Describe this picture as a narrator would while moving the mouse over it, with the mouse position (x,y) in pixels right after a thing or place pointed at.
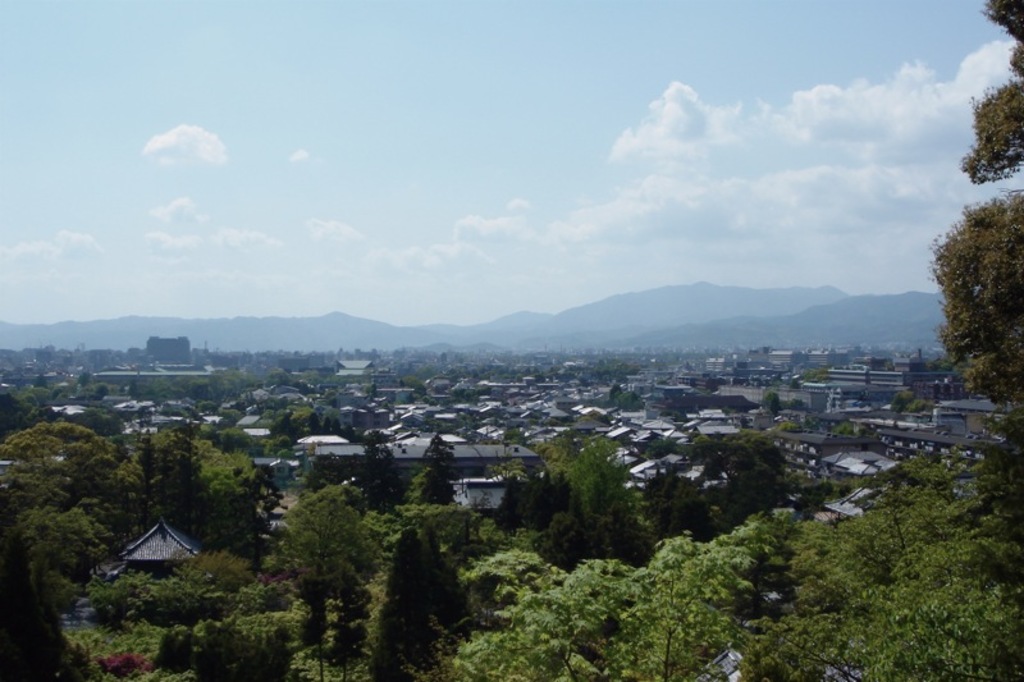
There are mountains (254,333), buildings (454,448) and trees (651,566) present at the bottom of this image (537,618) and the cloudy sky (467,261) is in the background (571,192).
